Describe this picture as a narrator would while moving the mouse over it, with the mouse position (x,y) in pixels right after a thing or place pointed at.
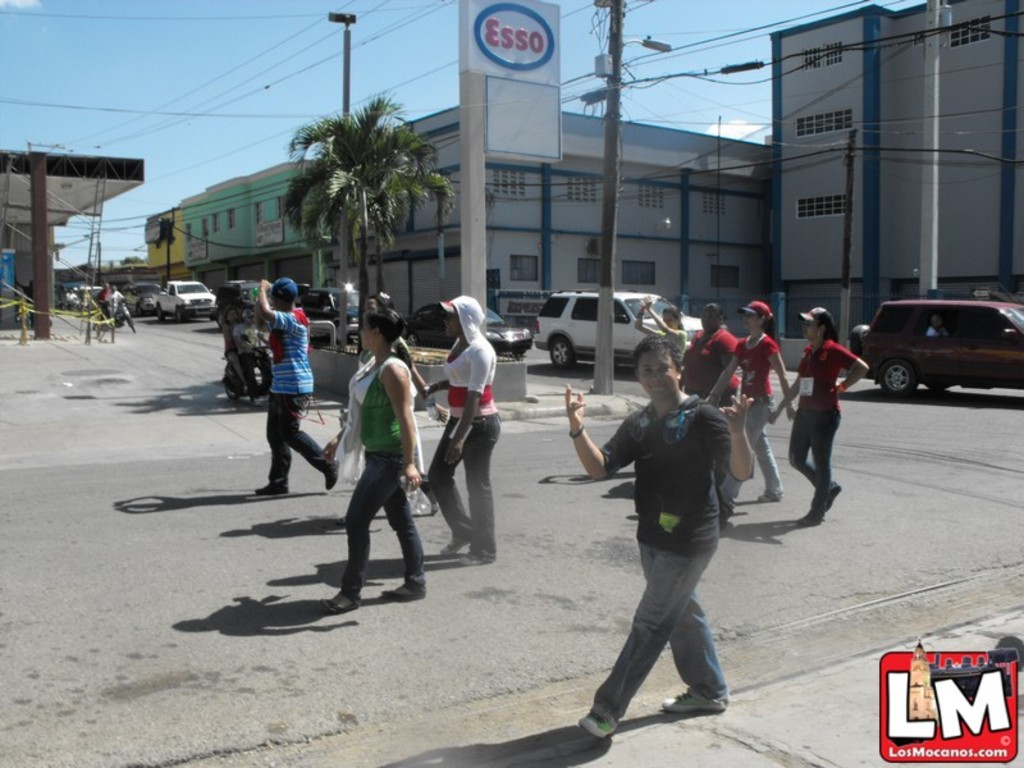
In this image, we can see a group of people (636,692) are walking on the road (471,648). Here a person (656,385) is watching and smiling. Background (610,391) we can see few vehicles (272,354), poles (610,271), buildings (629,270), trees (366,200) and banners (269,235). Here we can see few people (107,288) are riding vehicles (102,316). Top of the image (325,78), we can see the sky (447,31), wires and street light (652,44). On the right side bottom corner, there is a logo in the image.
